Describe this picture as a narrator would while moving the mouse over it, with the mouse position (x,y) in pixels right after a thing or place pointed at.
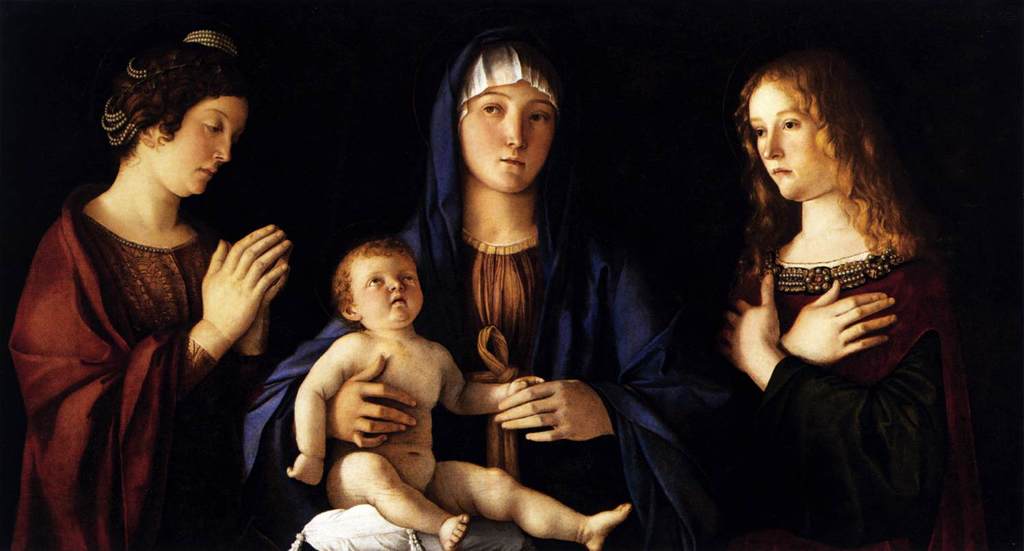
In this image I can see depiction of three women (441,241) and of a baby (386,477). I can also see black colour in background (719,231) and on the bottom side of this image (475,526) I can see a white colour cushion (371,509).
